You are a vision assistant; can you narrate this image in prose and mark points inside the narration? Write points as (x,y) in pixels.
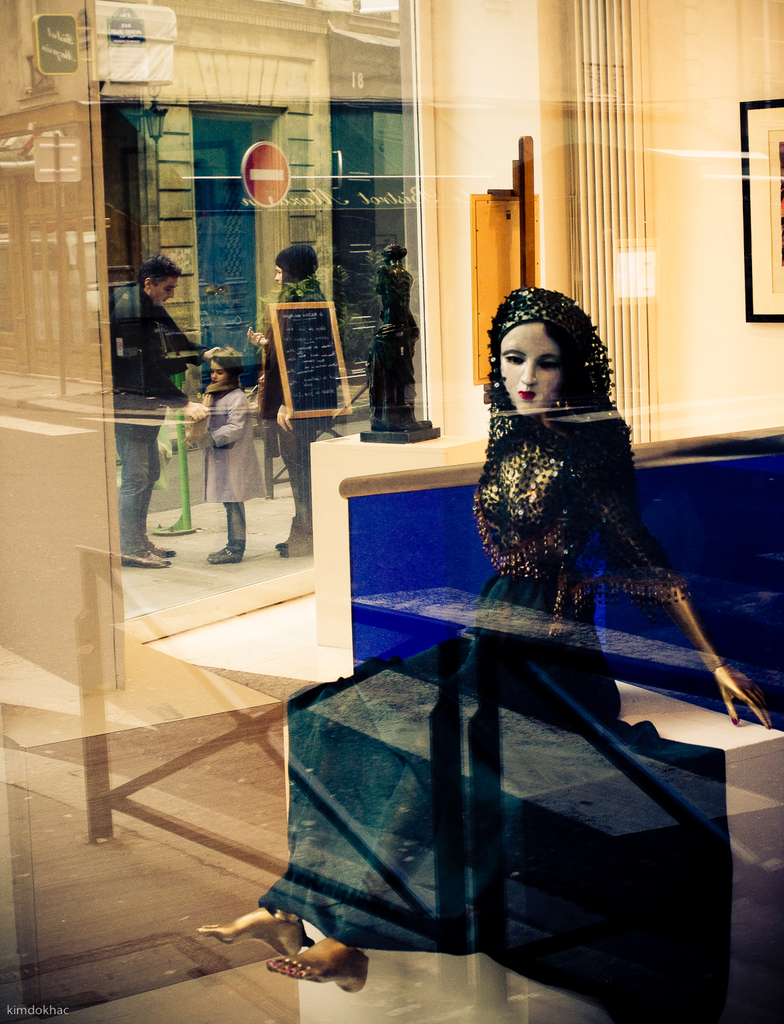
In this image there is a sculpture (476,492), a statue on the stand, a photo frame (750,310) attached to the wall (718,322) in the building (701,347), there is a view from the window (253,278) where there are a few people (268,333) on the road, a building (288,212) and a reflection (313,361) on a board (305,331).
